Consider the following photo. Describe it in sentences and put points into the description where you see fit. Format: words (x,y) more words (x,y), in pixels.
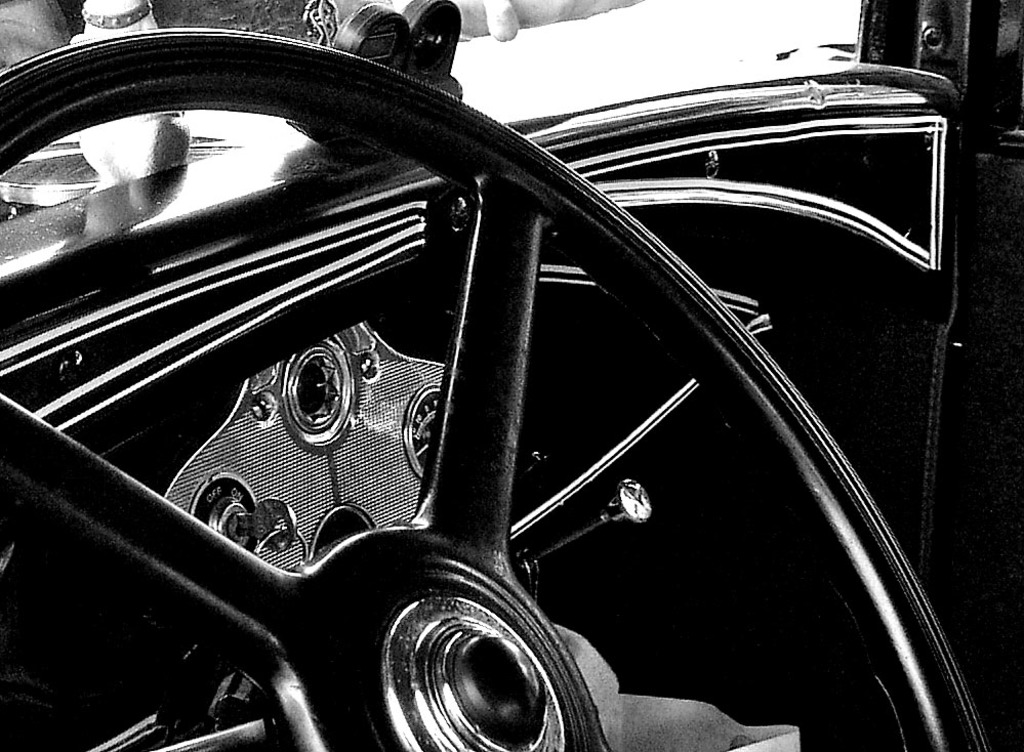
In this image I can see the steering (503,481). In the background (523,20) I can see few objects (406,197) and the image is in black and white.
